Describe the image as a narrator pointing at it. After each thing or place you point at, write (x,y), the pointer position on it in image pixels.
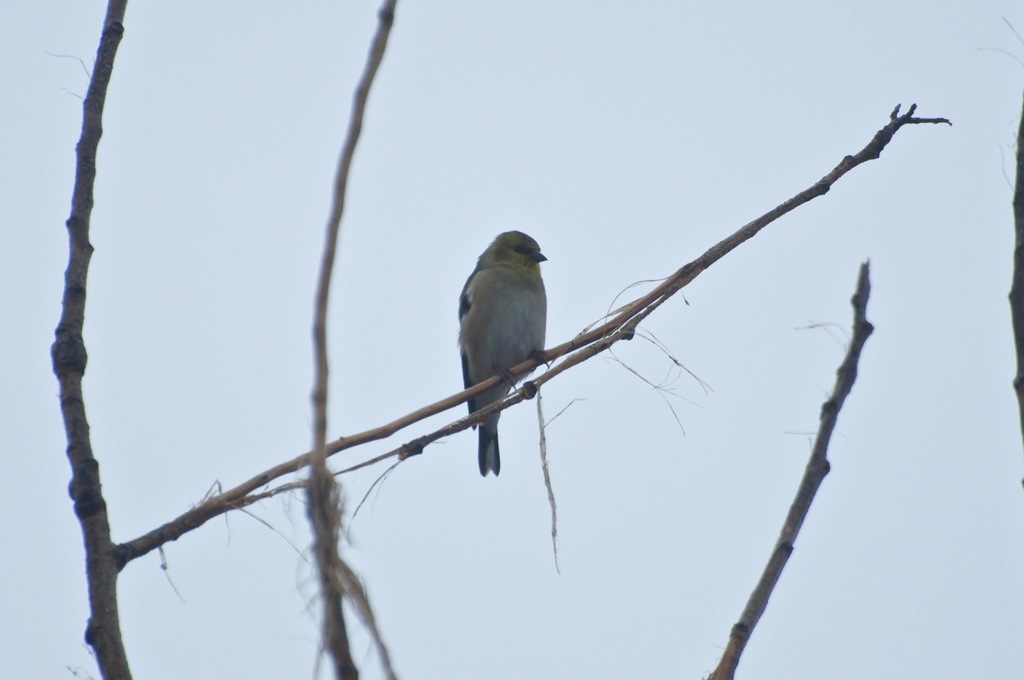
In this image, I can see a bird (488,394) on a branch (398,424). There is a white background (106,303).
